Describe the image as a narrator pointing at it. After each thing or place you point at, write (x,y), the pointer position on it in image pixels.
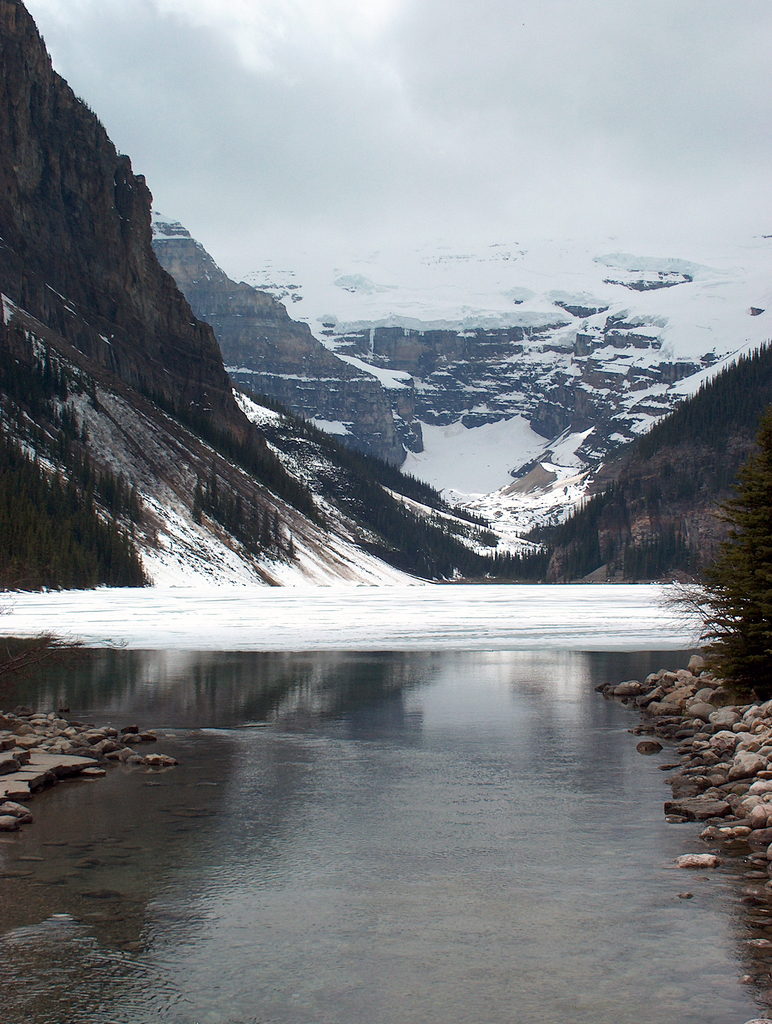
In this image there is water (378,823) in the middle (482,666). In the background (374,503) there are snow mountains (345,370). There are stones (62,755) on either side of the image. On the right side (765,583) there is a tree (757,563). In the middle (265,614) we can see there is snow (62,616).
